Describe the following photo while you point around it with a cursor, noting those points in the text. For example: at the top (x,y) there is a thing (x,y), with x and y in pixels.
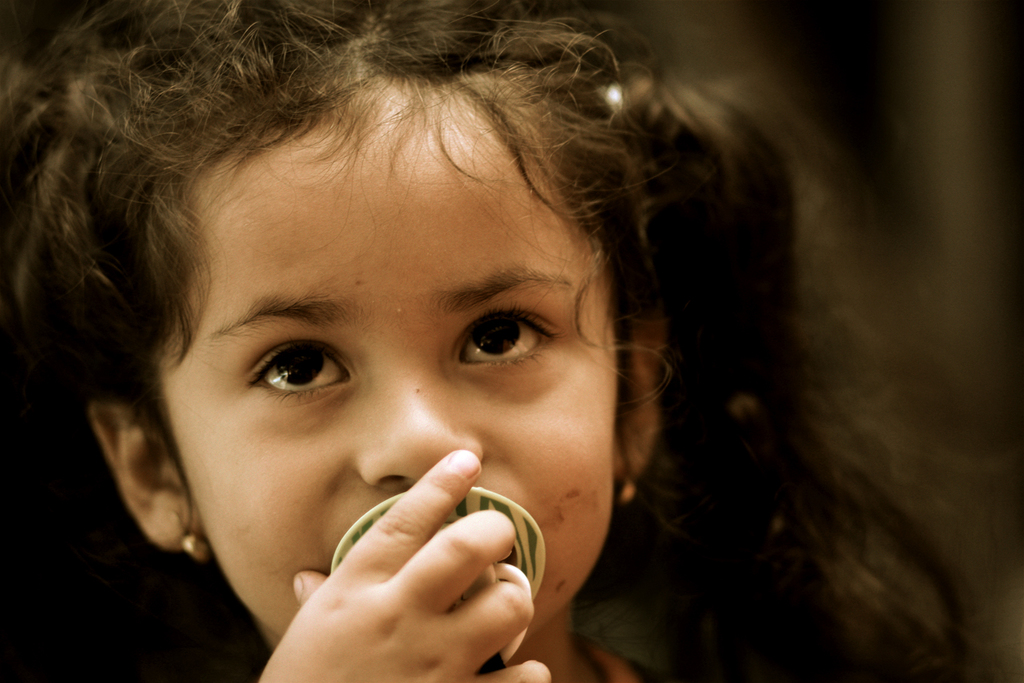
In the center of the image (641,284), we can see a girl (379,421) holding an object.
